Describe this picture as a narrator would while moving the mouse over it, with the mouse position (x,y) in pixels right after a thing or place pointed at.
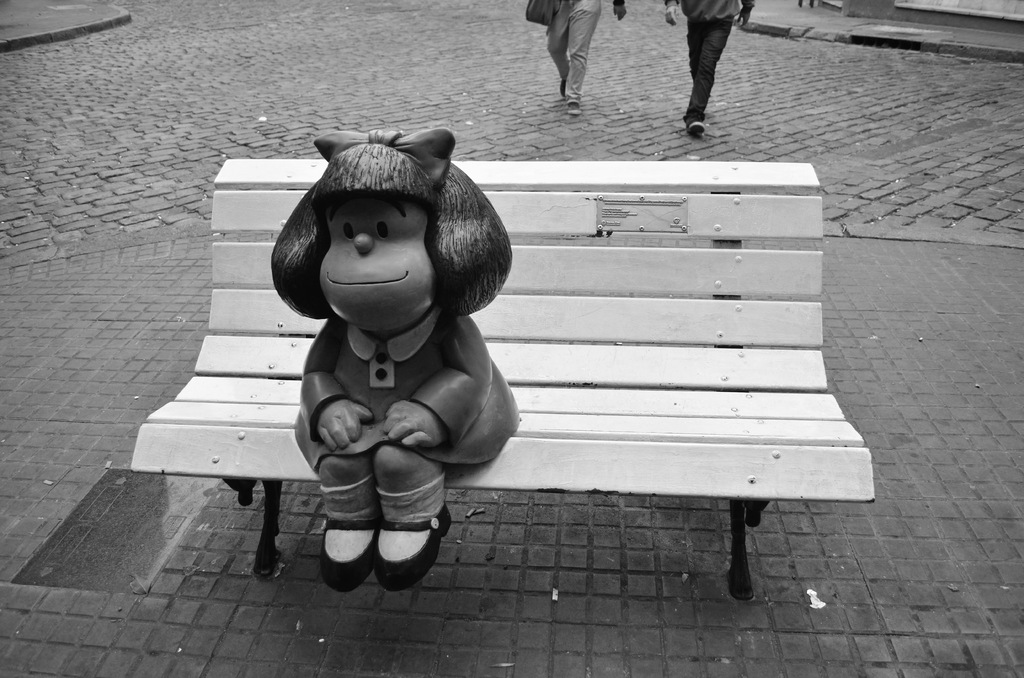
This picture shows a toy (352,143) on the bench (243,435) and we see two people (713,11) walking.
